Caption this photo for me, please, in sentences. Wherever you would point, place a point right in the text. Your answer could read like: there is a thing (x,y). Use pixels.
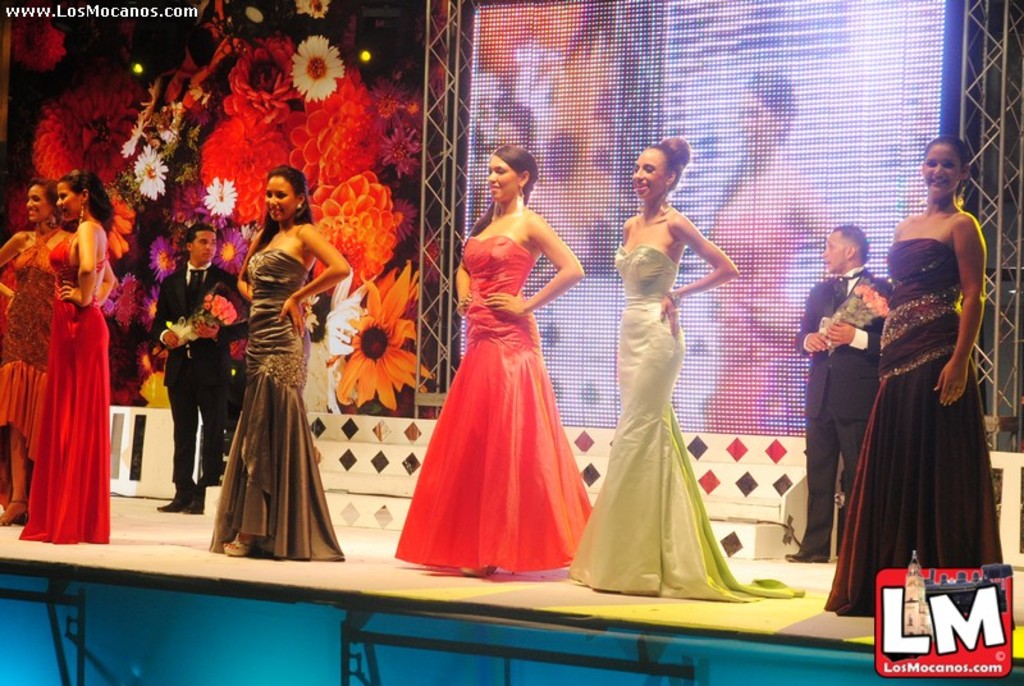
In this image there are persons (197,340) standing on the stage (343,485). In the background (308,165) there are flowers (240,100) and there is a screen (729,98).
